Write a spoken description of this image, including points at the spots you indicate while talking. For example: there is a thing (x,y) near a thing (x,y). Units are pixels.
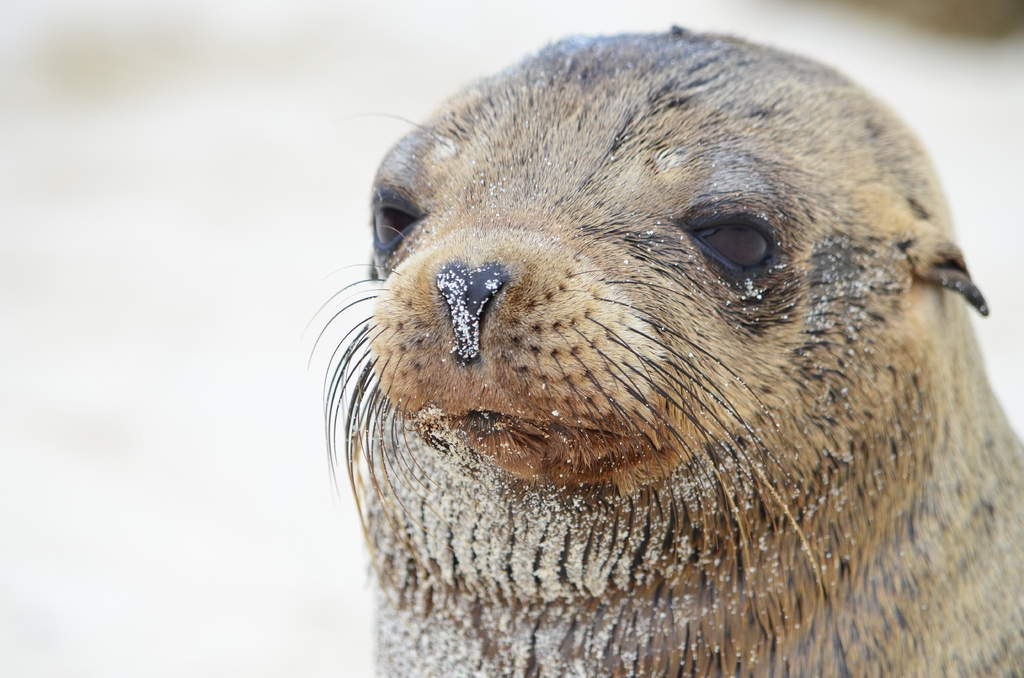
In the foreground of the image (528,88) there is a animal (565,197). The background of the image (202,38) is blur.
